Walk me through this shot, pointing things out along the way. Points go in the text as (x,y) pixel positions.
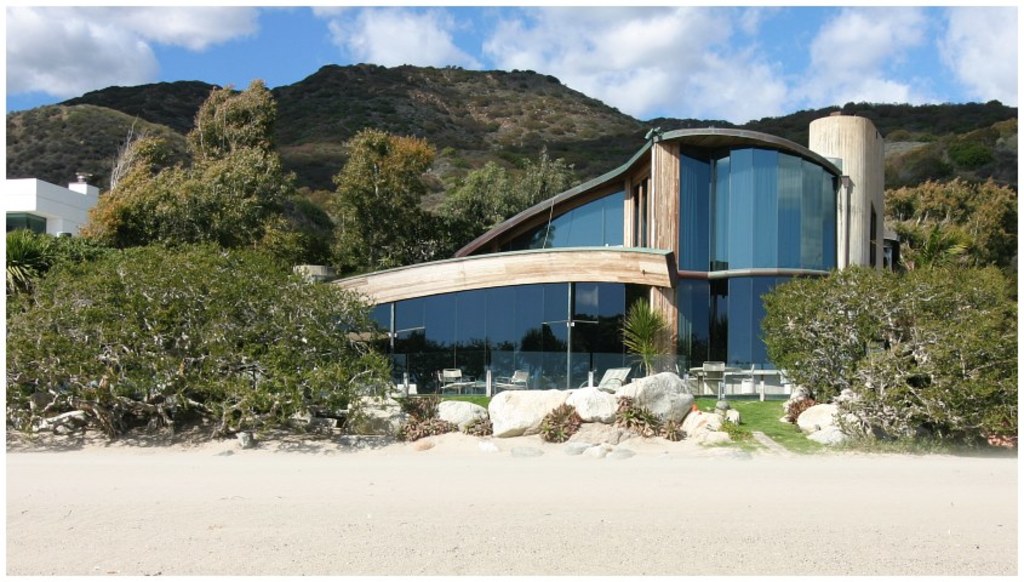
In this image I can see buildings (625,274). There are trees (931,204), plants (889,203), hills (39,148), rocks (671,383), chairs (712,385) and in the background (697,38) there is sky (845,50).
